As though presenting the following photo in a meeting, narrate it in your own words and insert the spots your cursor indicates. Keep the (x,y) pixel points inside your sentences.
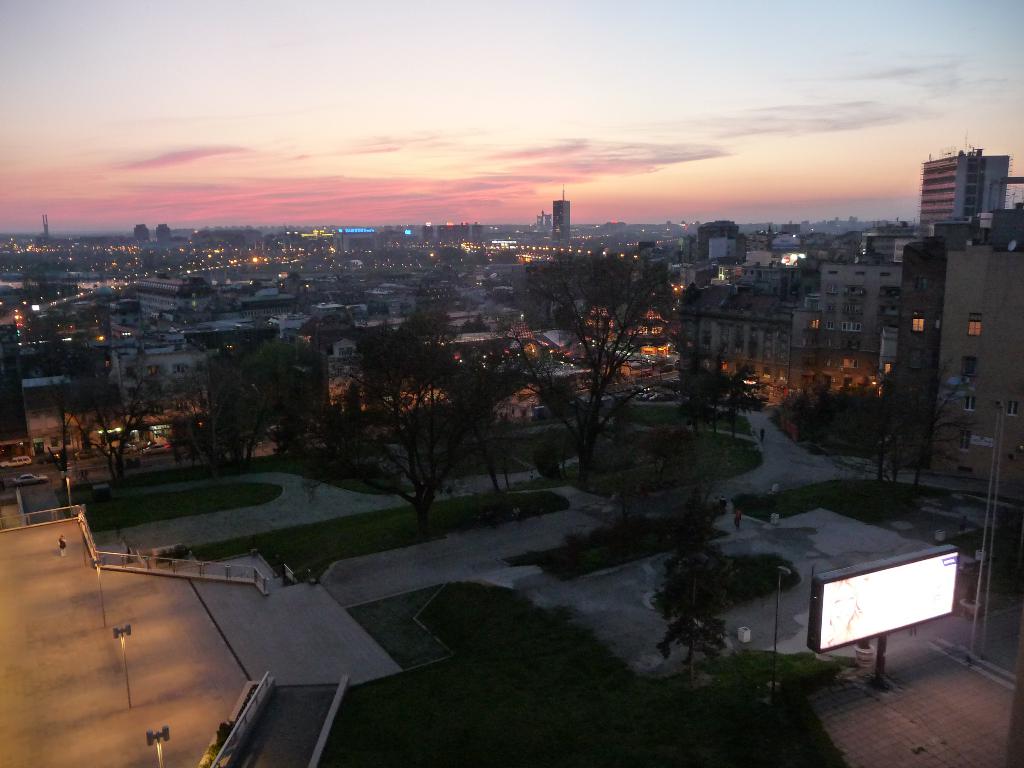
In this picture there are trees (408,375) in the center of the image (650,315) and there are buildings (857,342) in the background area of the image (850,317), there is a sky (403,2) at the top side of the image (767,20).
